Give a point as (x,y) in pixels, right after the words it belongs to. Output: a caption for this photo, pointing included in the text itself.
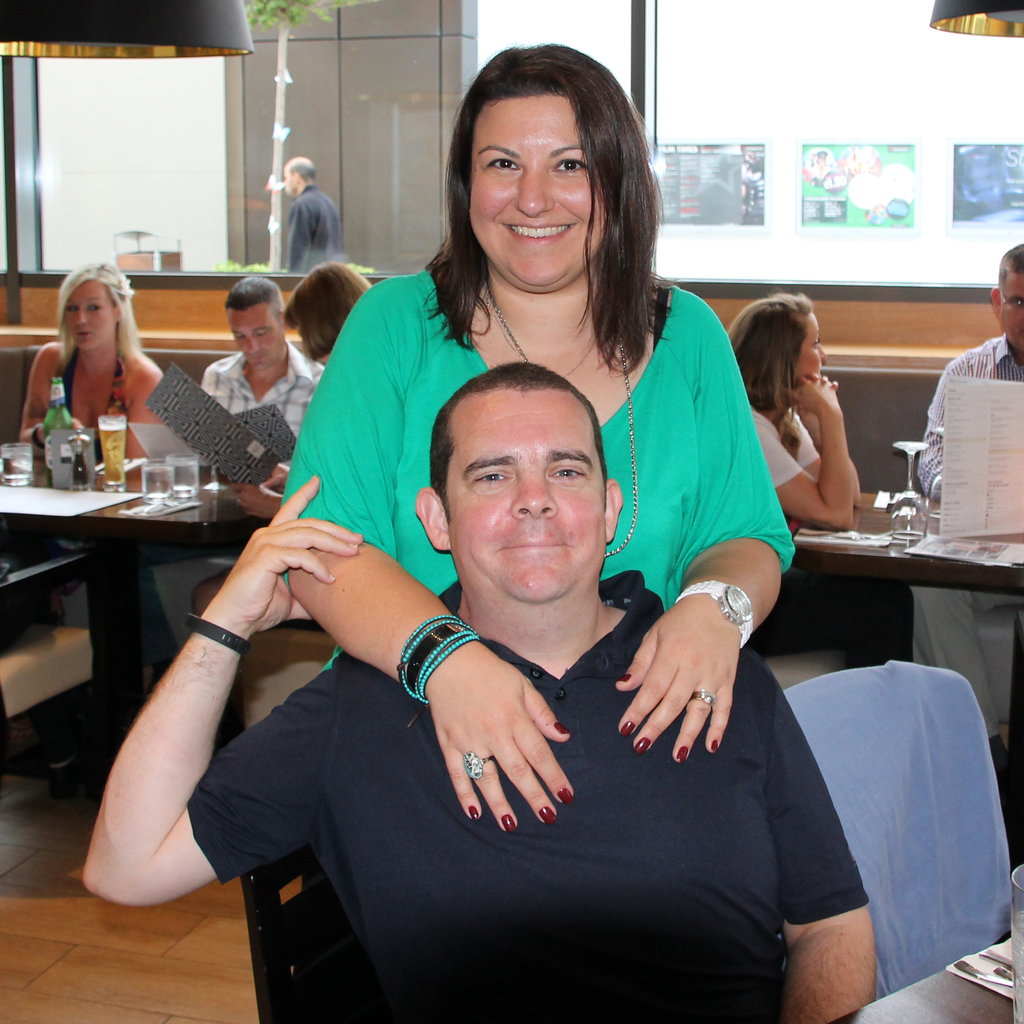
This picture describes about group of people (481,510) few are seated on the chair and few are standing, in the middle of the given image a woman (540,250) is standing behind to the man (627,765) and she is smiling, in the background (287,162) we can find couple of buildings (331,90) and a plant (277,200).
